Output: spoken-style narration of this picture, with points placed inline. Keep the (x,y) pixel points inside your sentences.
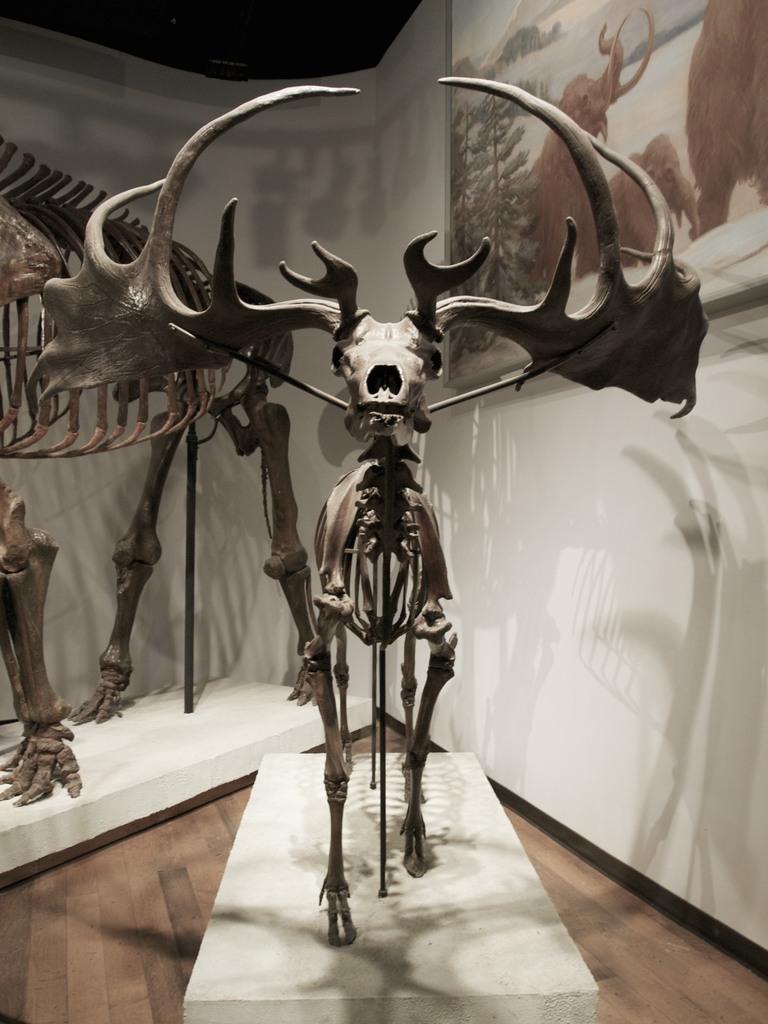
This image consists of skeletons (181,375) of the animals (415,818). At the bottom (89,960), there is a floor (195,878). In the background (369,214), we can see a wall (731,360) and a frame (504,24) fixed on it.
